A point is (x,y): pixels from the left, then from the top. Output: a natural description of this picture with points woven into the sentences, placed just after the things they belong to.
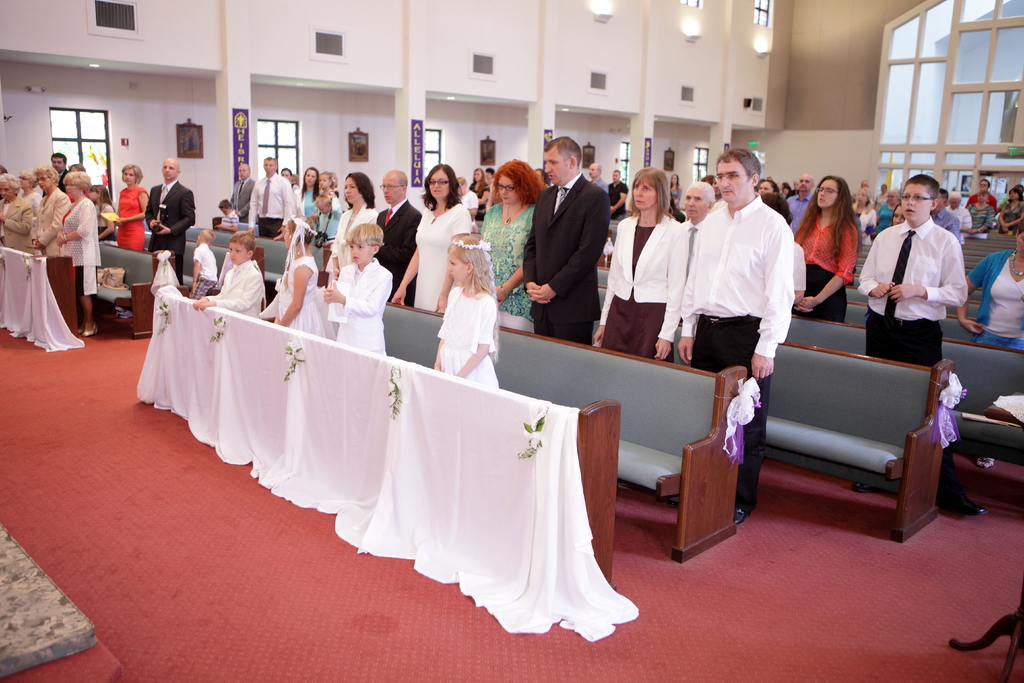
In this image we can see these people (940,221) are standing on the floor (46,424), we can see wooden benches (1018,432) and the wall (699,31) in the background (838,158).
